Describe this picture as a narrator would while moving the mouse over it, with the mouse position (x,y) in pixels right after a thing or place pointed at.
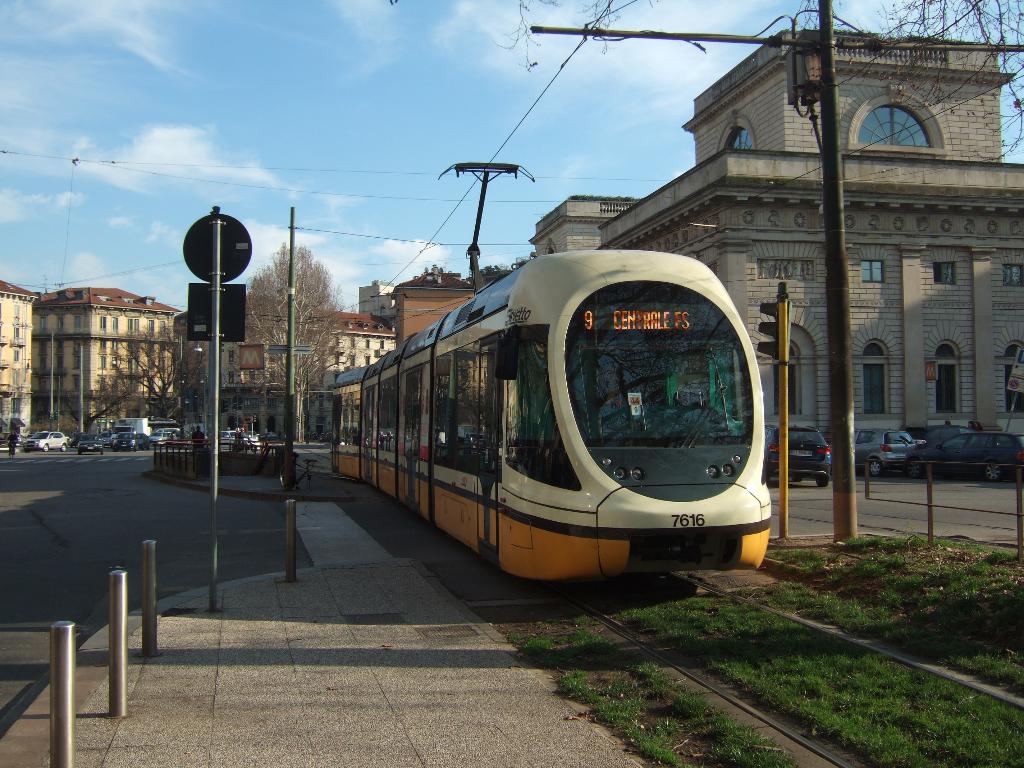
In this picture we can see a train (566,577) on a railway track (589,602), beside this train (559,566) we can see a fence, metal poles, vehicles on the road (383,531), here we can see people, poles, grass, buildings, traffic signal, trees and some objects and in the background (434,210) we can see sky (438,192) with clouds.
